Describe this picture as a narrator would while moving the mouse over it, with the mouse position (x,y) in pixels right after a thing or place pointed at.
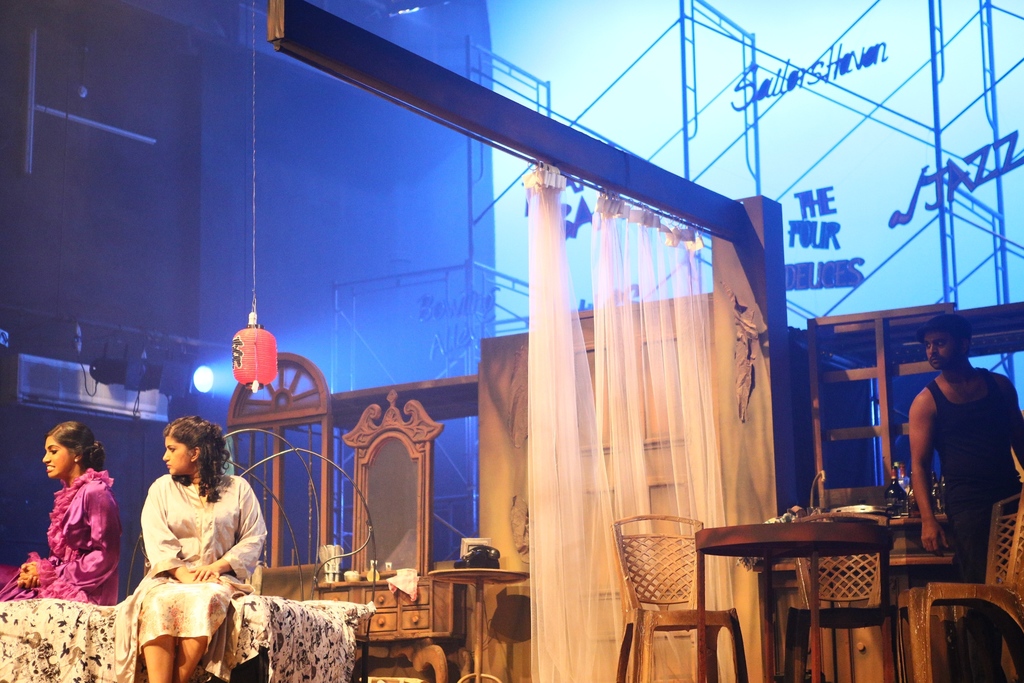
In this image I see 2 women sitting and the man (964,343) standing and there is a table (891,545) and 3 chairs (865,566) around this. In the background (608,518) I can see the curtains (544,682) and the dressing table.
